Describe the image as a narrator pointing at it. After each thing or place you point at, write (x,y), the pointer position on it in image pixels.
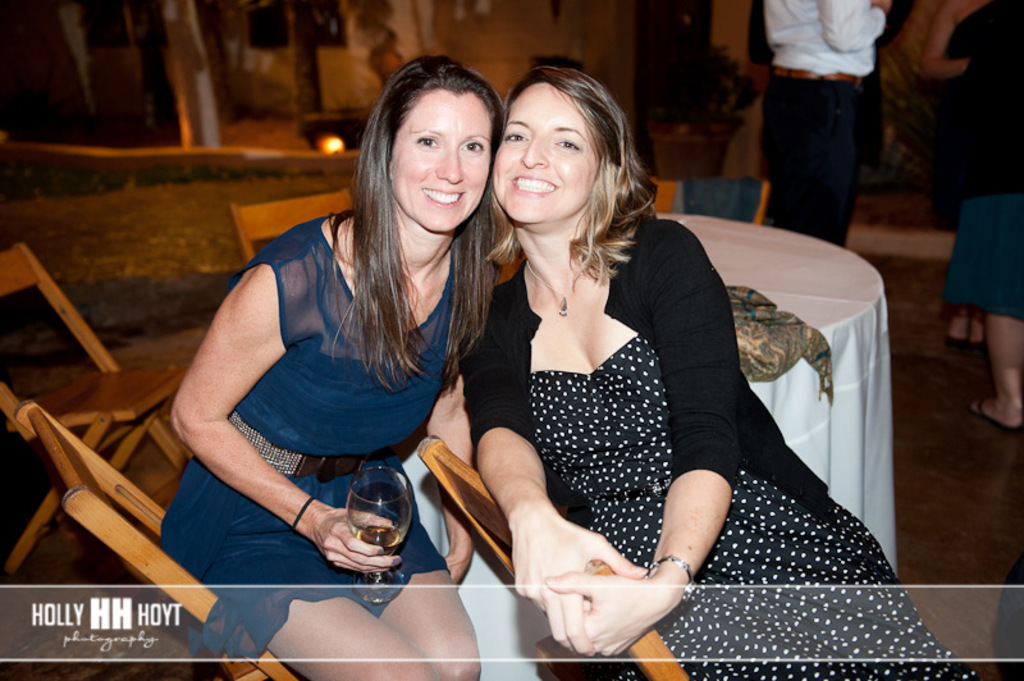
In this picture there are two women (644,205) who are smiling and both of them are sitting on the chair (555,651), beside them we can see the table (740,232) and others chairs (113,398). She is holding a wine glass (369,522). In the top right corner (822,21) there is a man (827,125) who is standing near to the plant (704,87). At the top (746,112) there is a building (684,35). On the right (1008,54) there is a woman (962,230) who is wearing black dress (1003,174).
